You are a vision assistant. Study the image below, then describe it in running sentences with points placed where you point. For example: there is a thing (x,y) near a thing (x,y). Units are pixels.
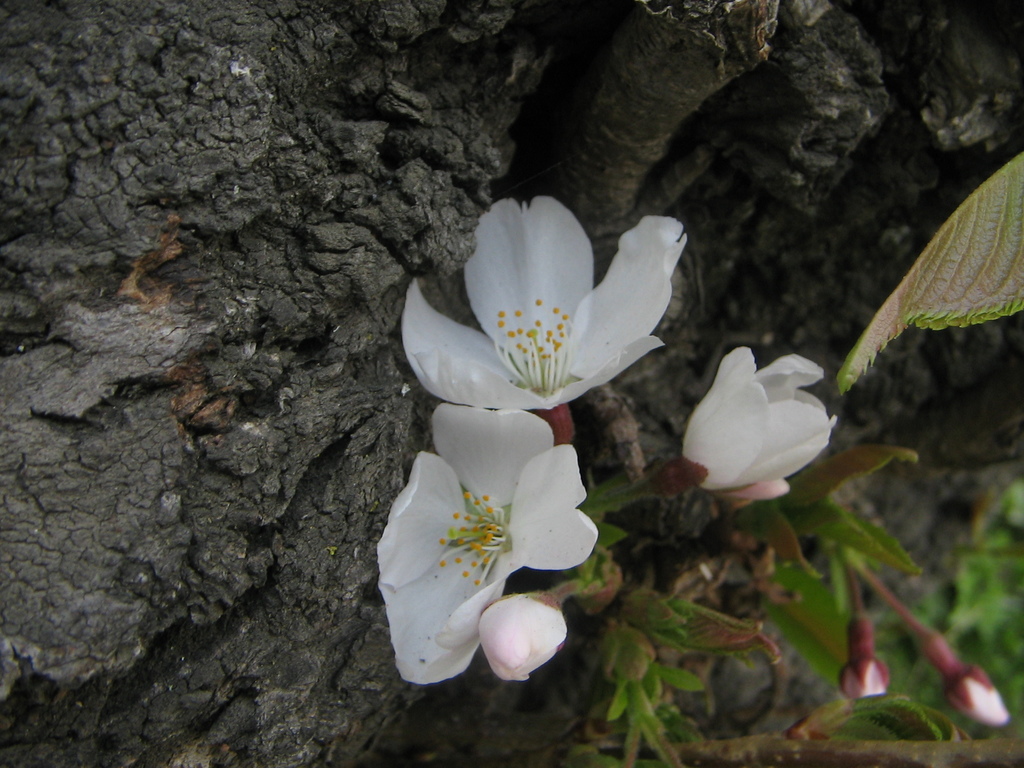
This picture is clicked outside. In the center (524,289) we can see the white color flowers (731,453). On the right (973,680) there is a plant (752,648) and we can see the buds (958,671). In the background (824,120) there is a tree trunk (306,119).
